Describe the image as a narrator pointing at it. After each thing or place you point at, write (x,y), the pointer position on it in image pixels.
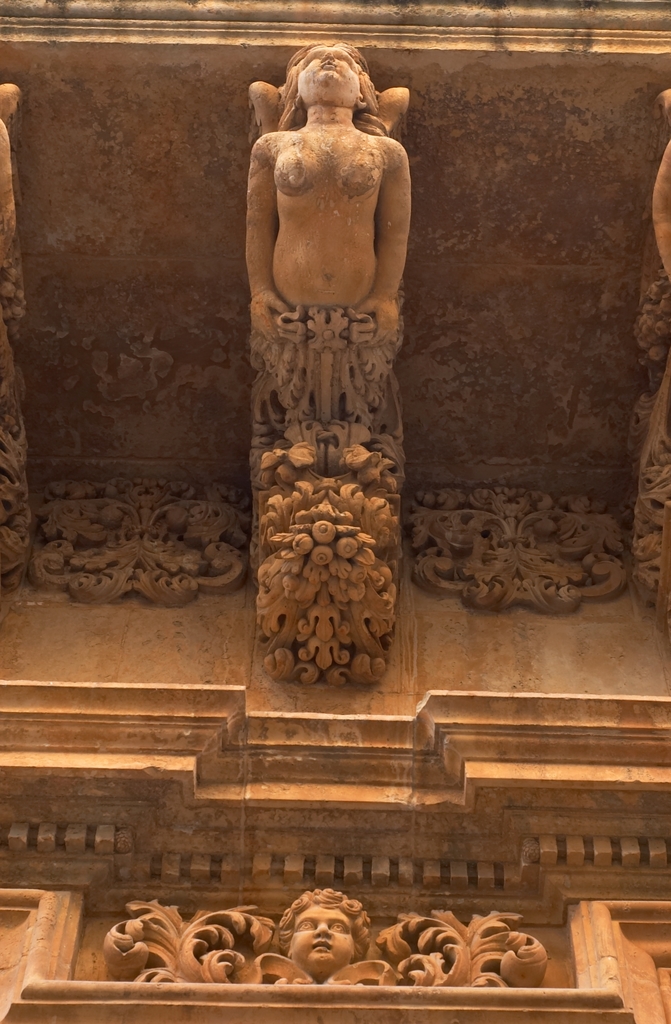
In this image there is a building (280,460) with statues (300,250) on it.
